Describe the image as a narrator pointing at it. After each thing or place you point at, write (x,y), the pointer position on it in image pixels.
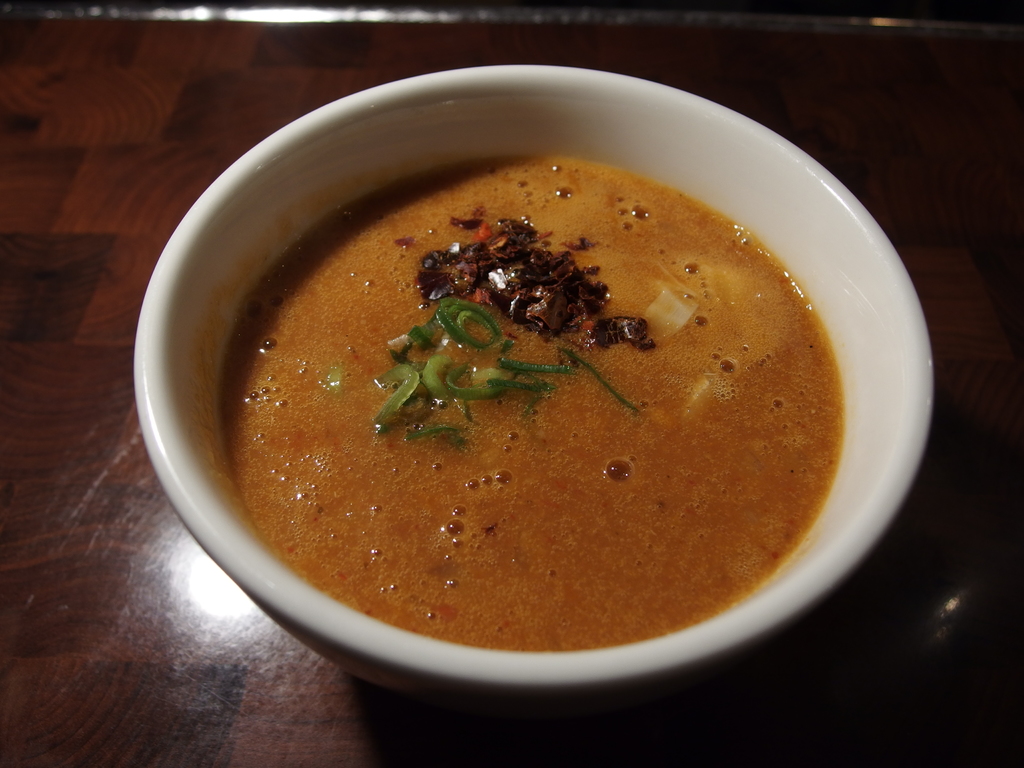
In this image I can see a bowl (464,131) which consists of some food item (527,236). This bowl (166,320) is placed on a table (64,367).
